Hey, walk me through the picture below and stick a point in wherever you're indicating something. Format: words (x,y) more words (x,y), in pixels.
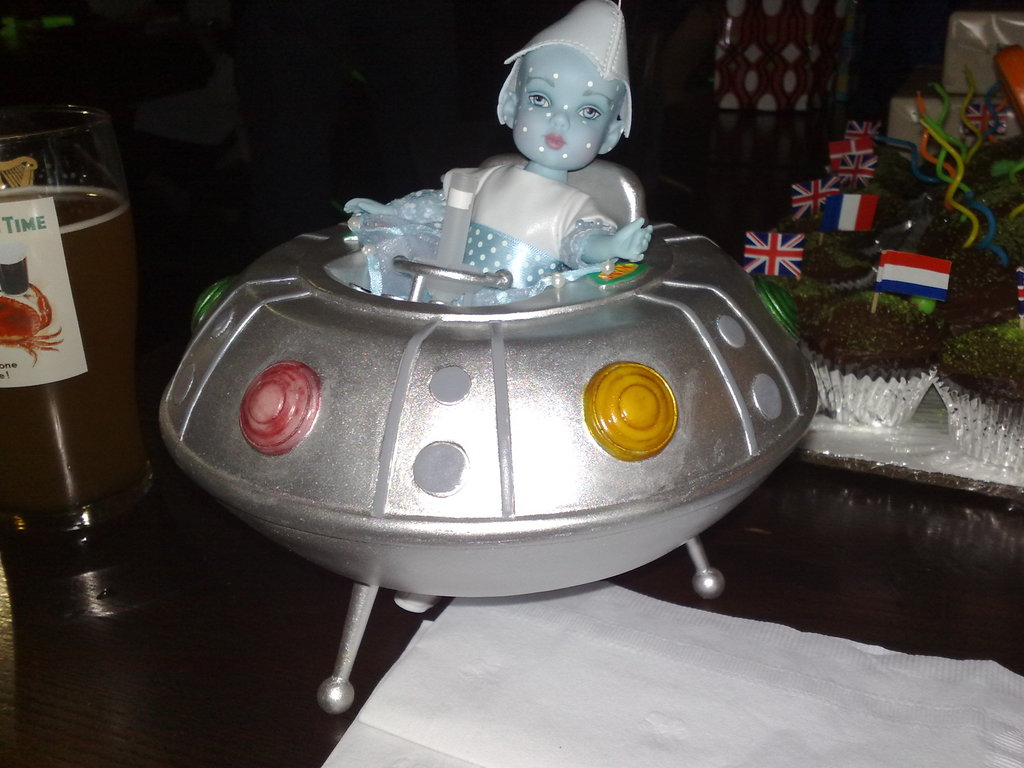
In this image, we can see some objects (494,330) like a toy (500,449), a paper (456,616) and a glass (97,379) with some liquid (77,487). We can also see some objects (840,229) on the right (925,285). We can see some flags (785,237).
